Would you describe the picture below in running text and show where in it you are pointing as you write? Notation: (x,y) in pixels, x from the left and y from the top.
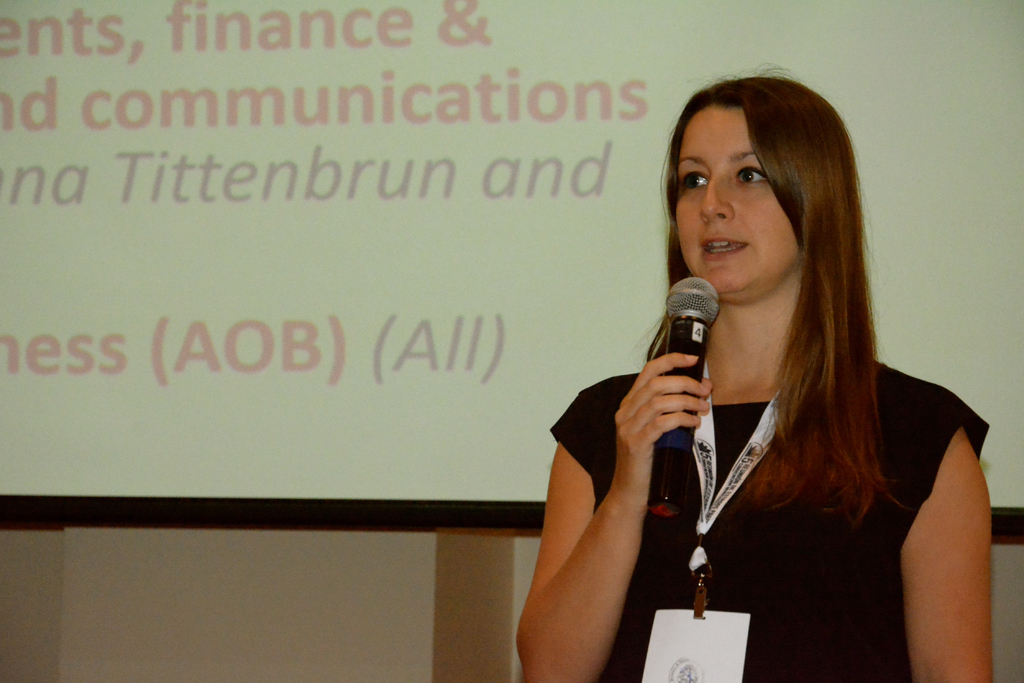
In this image a woman (653,573) is standing. She's holding a mic (680,375) and speaking. She has long brown hair (822,299). She wears an ID card (713,620). She wears a black top (721,600). There is screen (10,287) behind her with few labels (145,101) on it.
